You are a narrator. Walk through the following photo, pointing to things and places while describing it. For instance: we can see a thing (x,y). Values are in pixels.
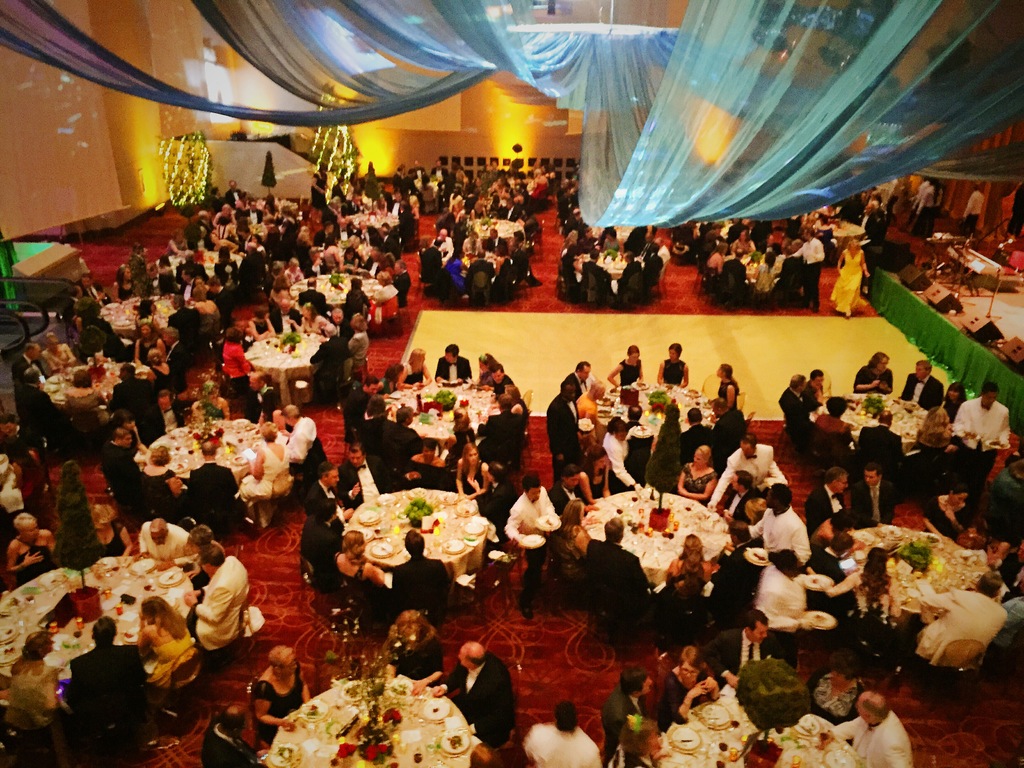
In this image we can see a group of people (399,449) sitting on chairs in front of tables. Some people (760,522) are standing. To the right side of the image (944,294) we can see some speakers (1013,344), group of musical instruments (975,276) placed on the stage (954,284). In the background (332,155), we can see cloth (837,105), some lights (173,175).
